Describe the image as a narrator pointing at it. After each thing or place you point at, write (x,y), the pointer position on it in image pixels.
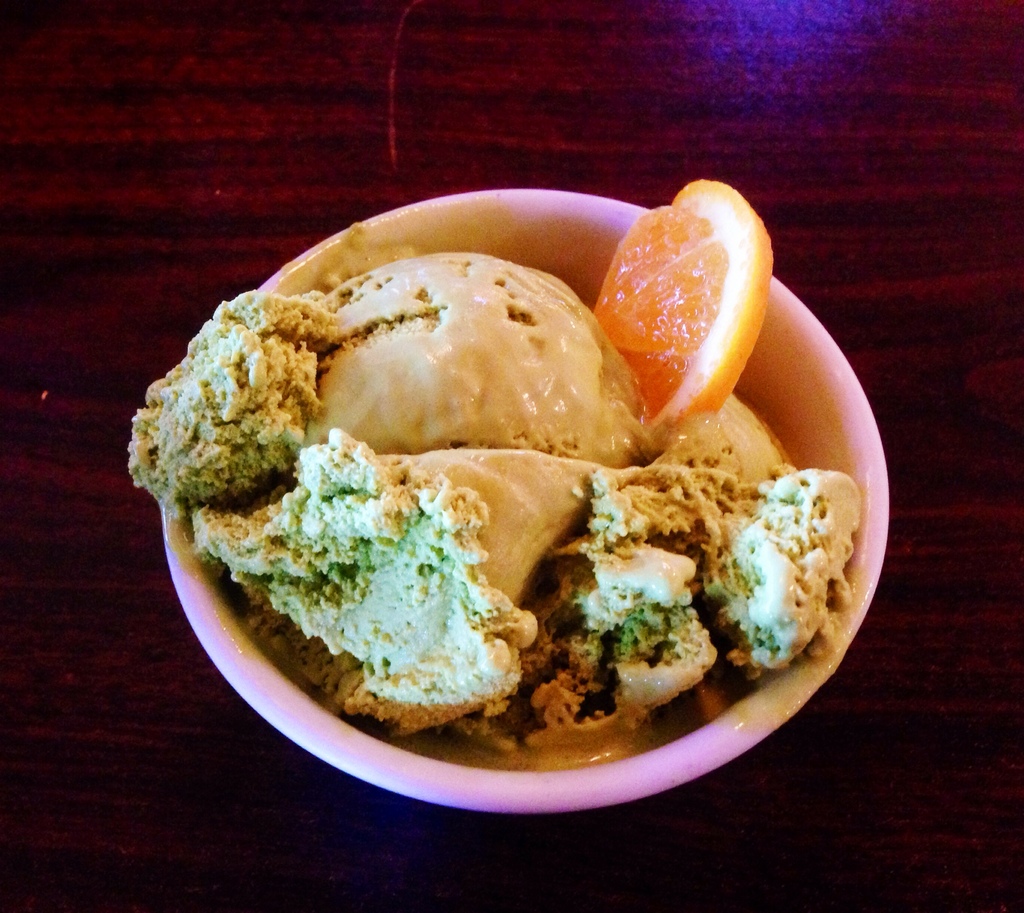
In the middle of the image (571,519) there is a bowl (546,788) with ice cream (507,448) and an orange slice (710,278) in it. It is placed on the table (199,750). At the bottom of the image (142,832) there is a wooden table (804,228).
